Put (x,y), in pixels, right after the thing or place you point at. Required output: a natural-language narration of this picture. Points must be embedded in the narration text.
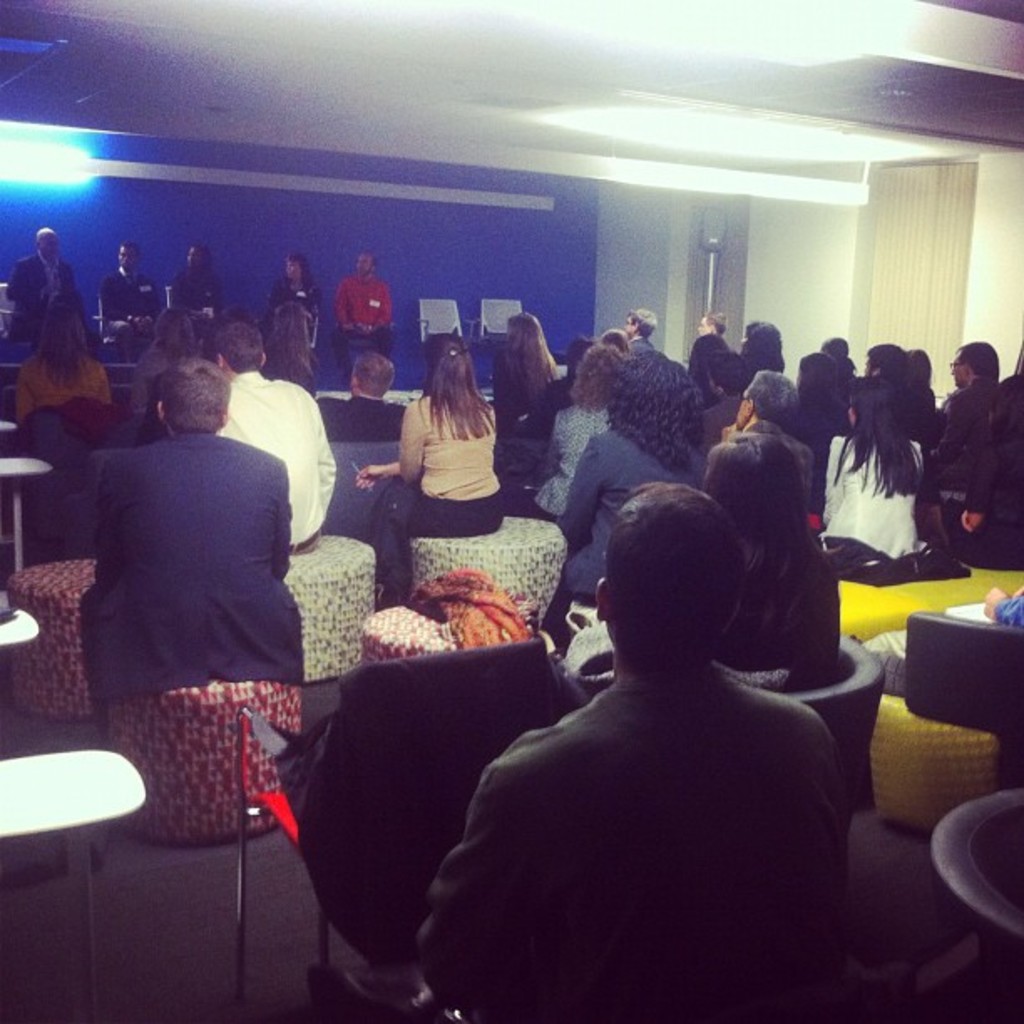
there are many people (734,621) sitting. at the back (131,319) there are people (119,287) sitting on the chairs (432,322). behind them there is a blue wall (447,253).
